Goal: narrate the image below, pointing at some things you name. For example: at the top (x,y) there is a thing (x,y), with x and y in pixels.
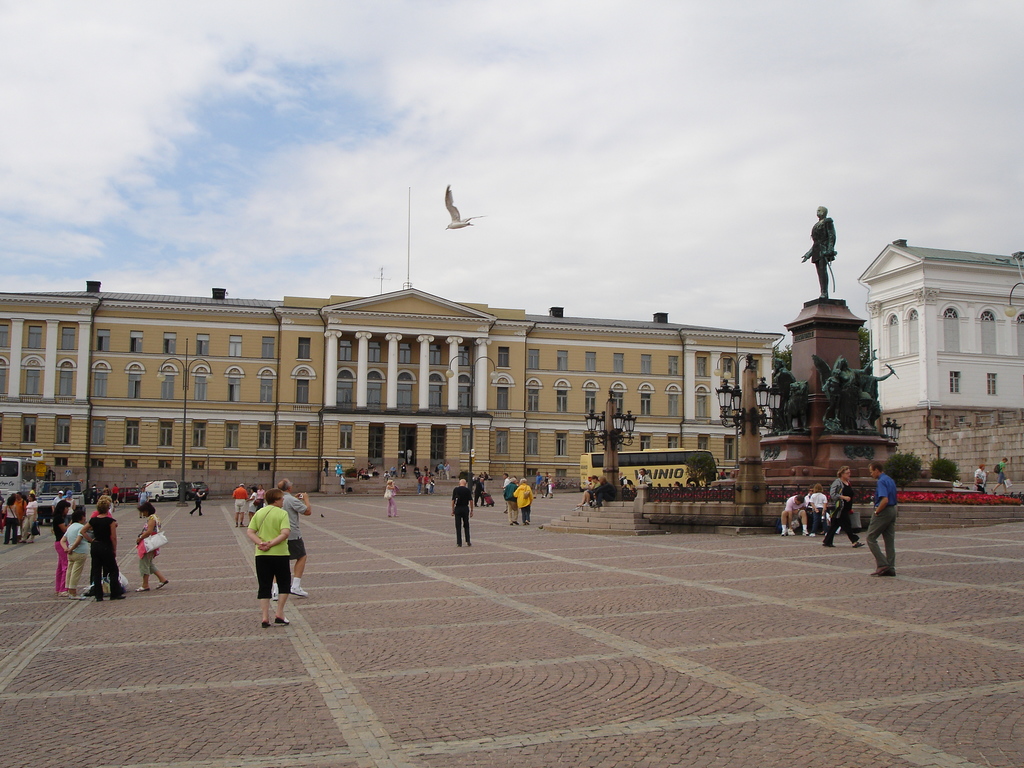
In this image I can see group of people (290,520), some are standing and some are walking and I can also see few statues (868,408), light poles (618,453), buildings (629,325) and I can also see the bird (468,225) in the air (417,187) and the sky (407,137) is in blue and white color.
